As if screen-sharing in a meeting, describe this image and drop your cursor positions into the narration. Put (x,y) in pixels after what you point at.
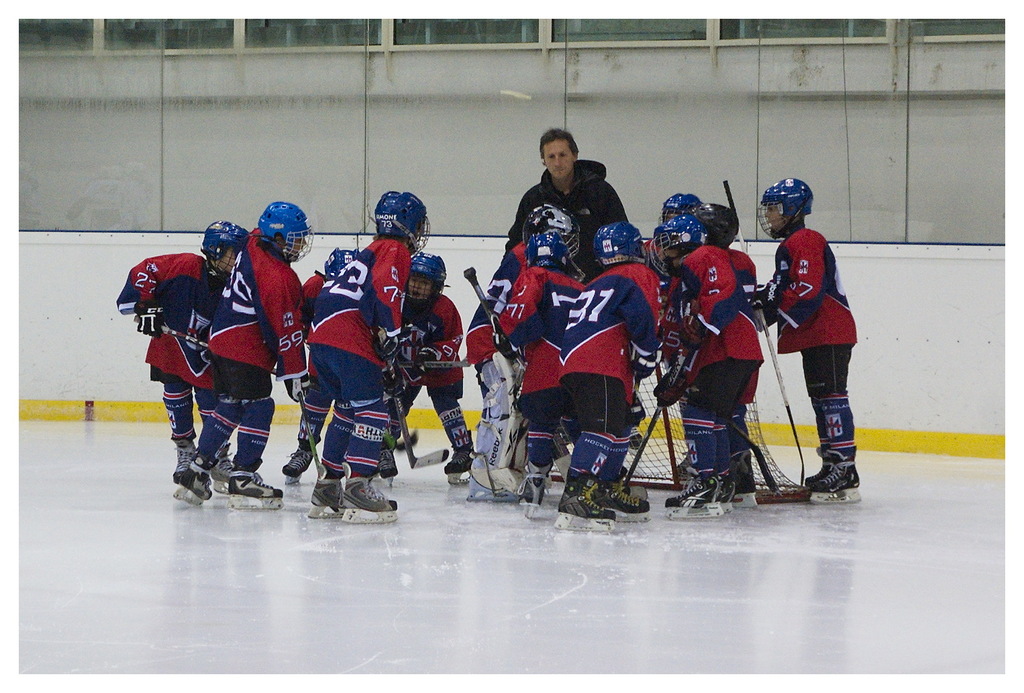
In this image we can see a group of persons (600,279) playing on a white surface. Behind the persons (331,367) we can see the wall (246,217).
